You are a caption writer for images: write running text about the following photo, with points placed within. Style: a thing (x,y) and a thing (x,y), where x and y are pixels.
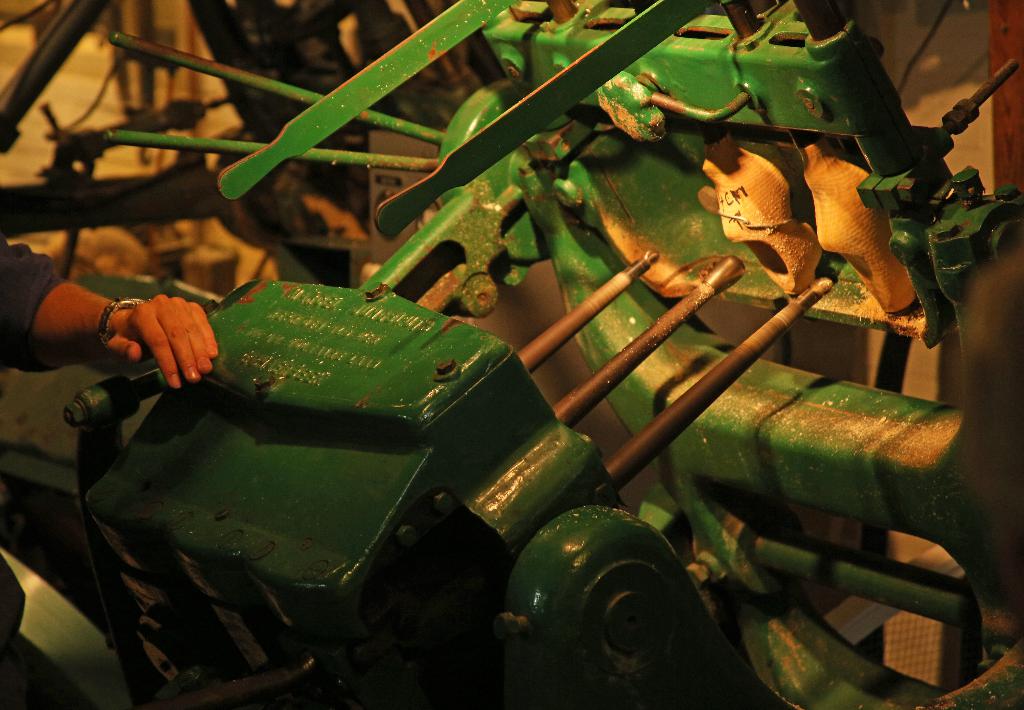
This image is taken indoors. In the background (939,69) there is a wall (109,66). In the middle of the image (477,269) there is a machine (795,663) which is made of iron (335,320). There is a text (315,322) on the machine (317,333). On the left side of the image (26,285) there is a man (87,325) and he is holding a machine (224,342) with his hand (155,327).
